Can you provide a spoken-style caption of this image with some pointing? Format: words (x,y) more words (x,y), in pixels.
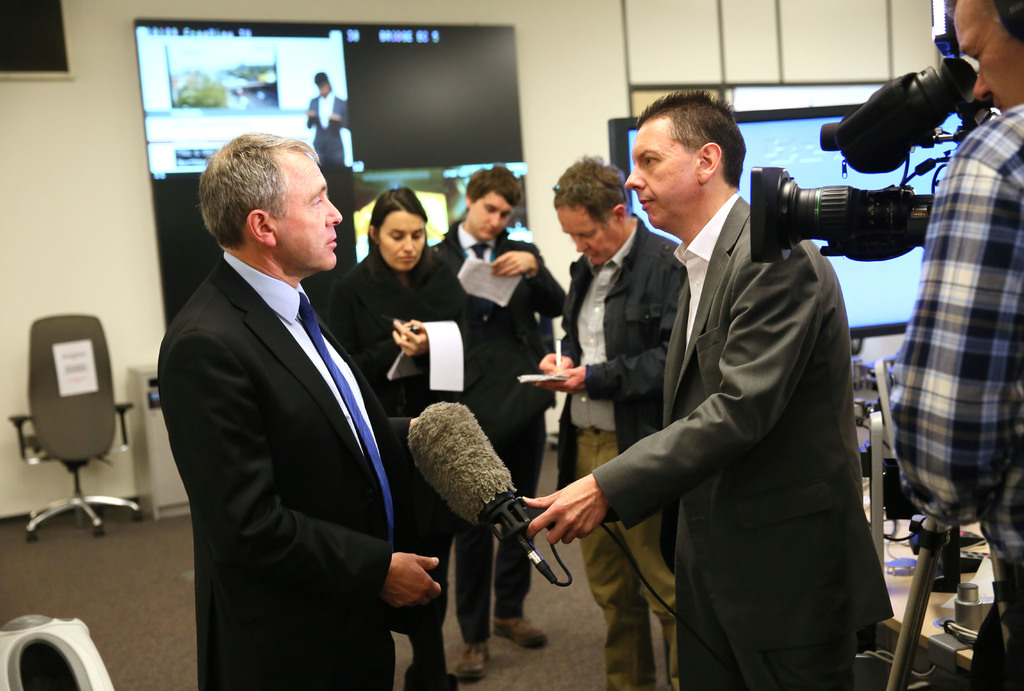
In this picture we can see some people (612,378) standing here, three persons (543,343) in the background (552,306) are holding papers (455,374) and writing something, a man (369,559) on the left side (280,567) is standing, a man (939,374) on the right side (921,407) is handling a camera (905,225), in the background (303,115) we can see screens (484,113), there is a chair (54,409) here, we can see a wall (63,251) here.
